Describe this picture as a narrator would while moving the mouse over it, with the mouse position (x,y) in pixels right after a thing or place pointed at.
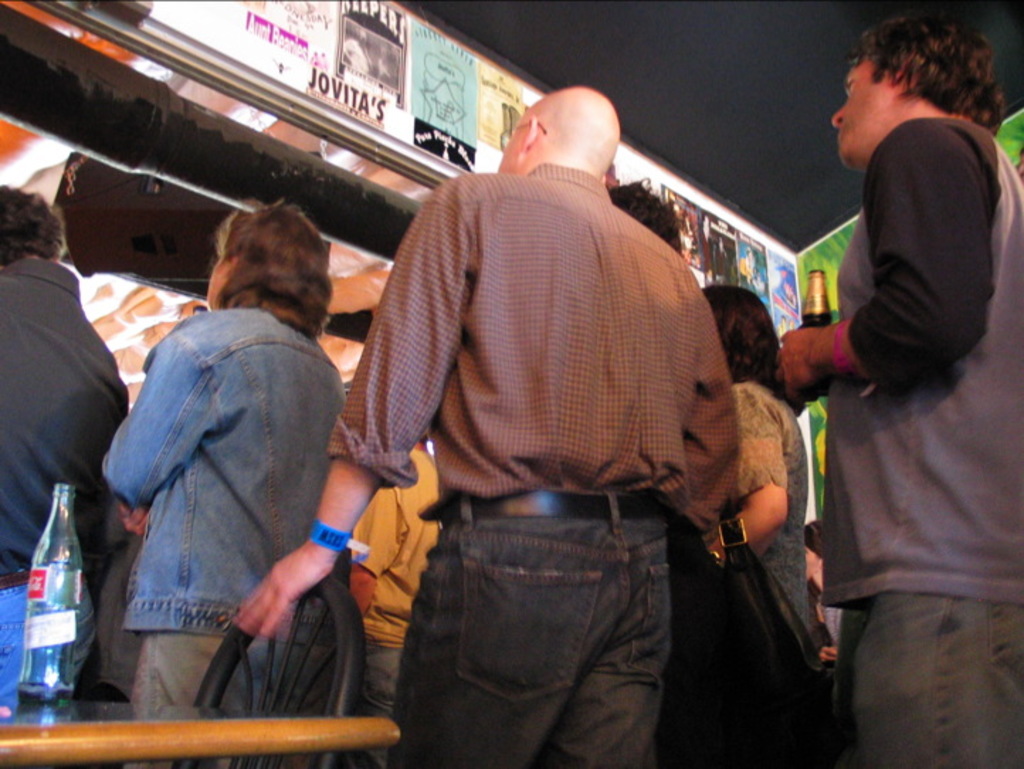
In this image we can see a group of people (477,457) standing. In that a man (833,428) is holding a bottle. We can also see a signboard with some pictures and text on it. On the bottom of the image (105,712) we can see a chair (220,696) and a table (314,729) containing a bottle (27,691) on it.
